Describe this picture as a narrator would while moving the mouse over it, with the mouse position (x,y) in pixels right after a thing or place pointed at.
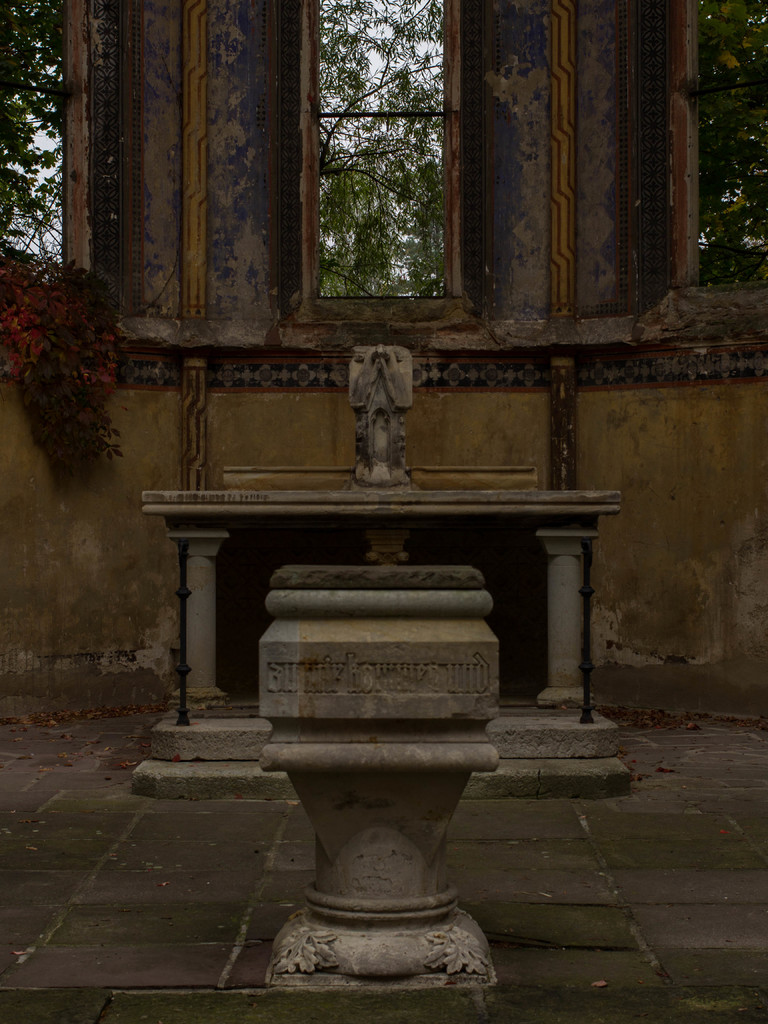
In this image, we can see walls (629,472), windows (701,244), trees (730,237), carving (406,357), few objects (574,547), stairs (551,748) and floor (735,876). Here we can see black color rods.
